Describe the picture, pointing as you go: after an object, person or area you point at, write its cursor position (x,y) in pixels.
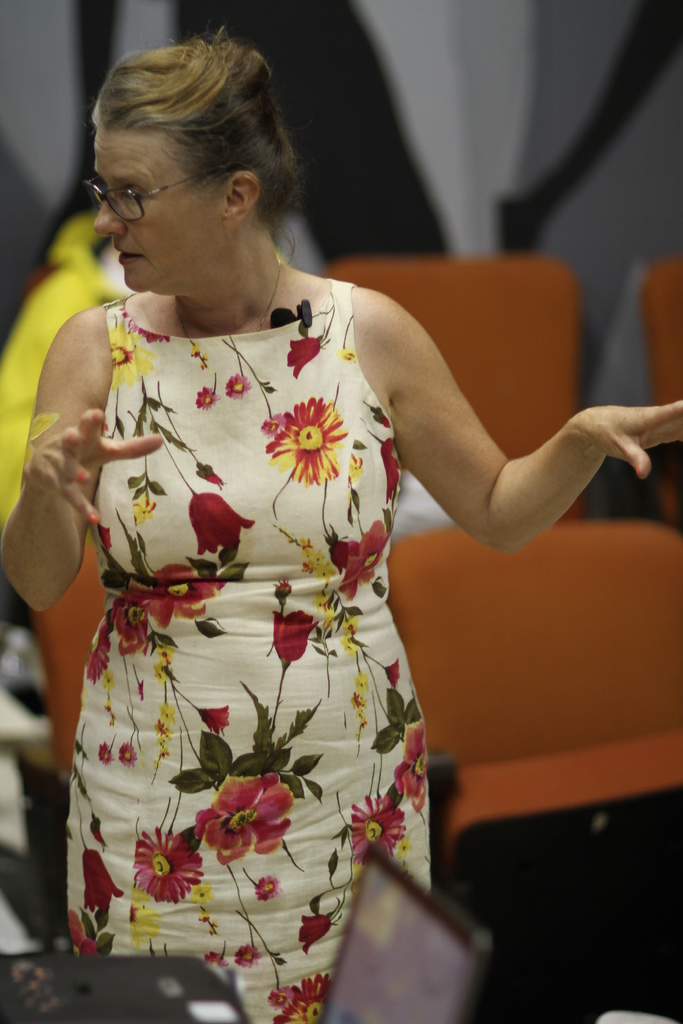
This picture might be taken inside the room. In this image, in the middle (378,570), we can see a woman (353,433) standing in front of a laptop (437,1000). In the background (652,548), we can see some chairs (514,421), persons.
